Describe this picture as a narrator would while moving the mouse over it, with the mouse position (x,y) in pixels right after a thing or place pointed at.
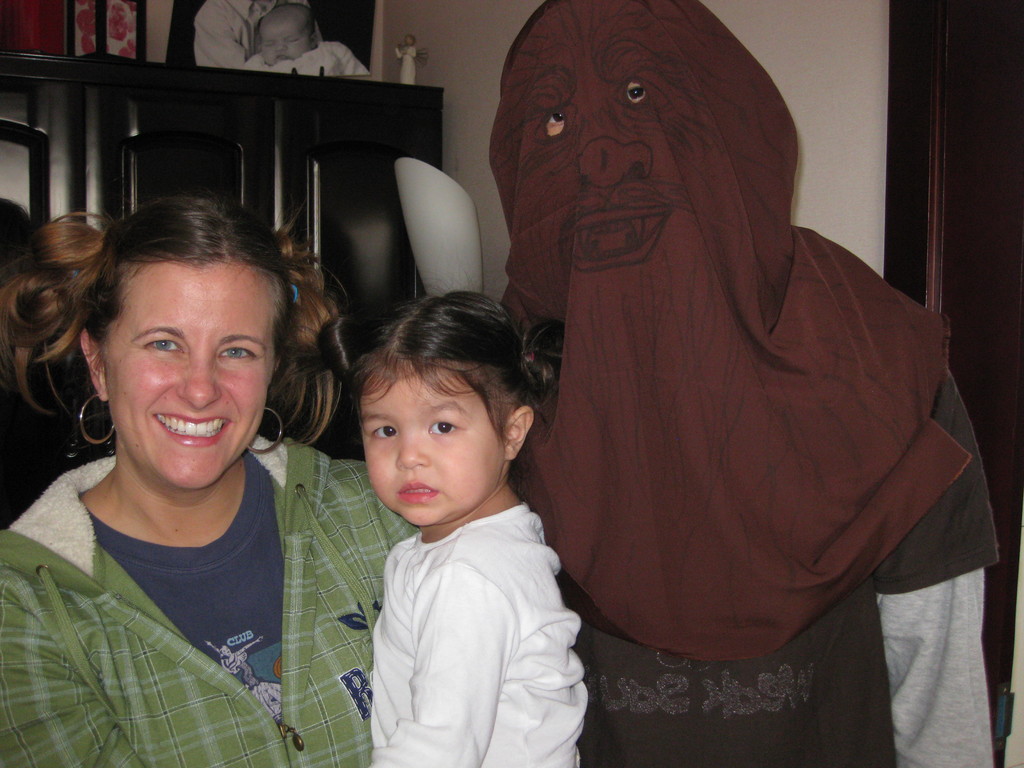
In this image I can see two persons (349,608) and the child (450,624). I can see these people (373,646) with different color dresses (296,620). In the background (140,174) I can see the cupboard (137,184) and there is a frame (238,39) and few objects (98,11) on the cupboard (224,71). To the right (950,148) I can see the door (981,238).
